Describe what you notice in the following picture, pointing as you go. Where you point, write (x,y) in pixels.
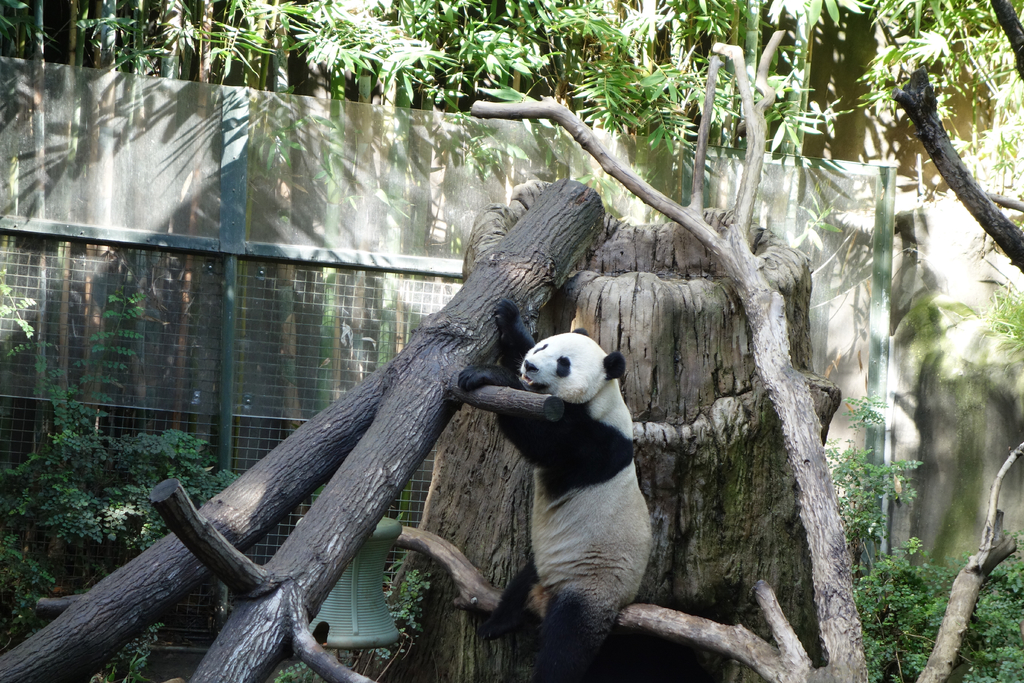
In this picture I can see a panda (513,338) in the middle (591,437), in the background (207,362) there are trees (656,90) and I can see the net (289,360).
